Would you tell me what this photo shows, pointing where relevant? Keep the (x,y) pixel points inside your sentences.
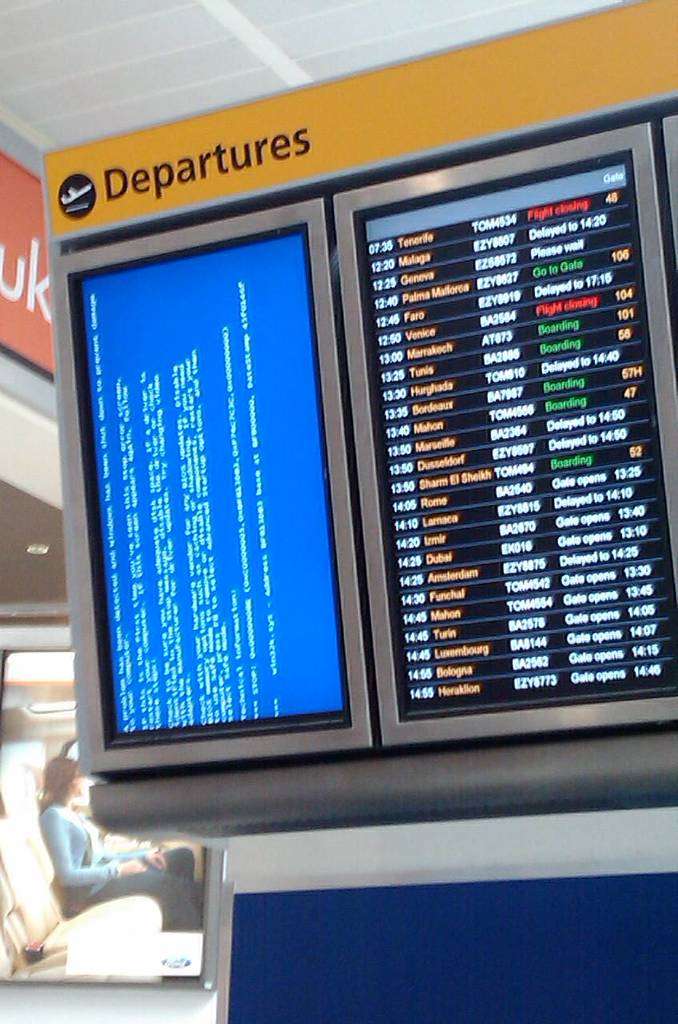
In this image, we can see two screens (167,610). On the left side (103,878), we can see a human (96,889) is sitting. Background (21,301) there is a hoarding (16,308). At the bottom (391,945), we can see a blue color here.
